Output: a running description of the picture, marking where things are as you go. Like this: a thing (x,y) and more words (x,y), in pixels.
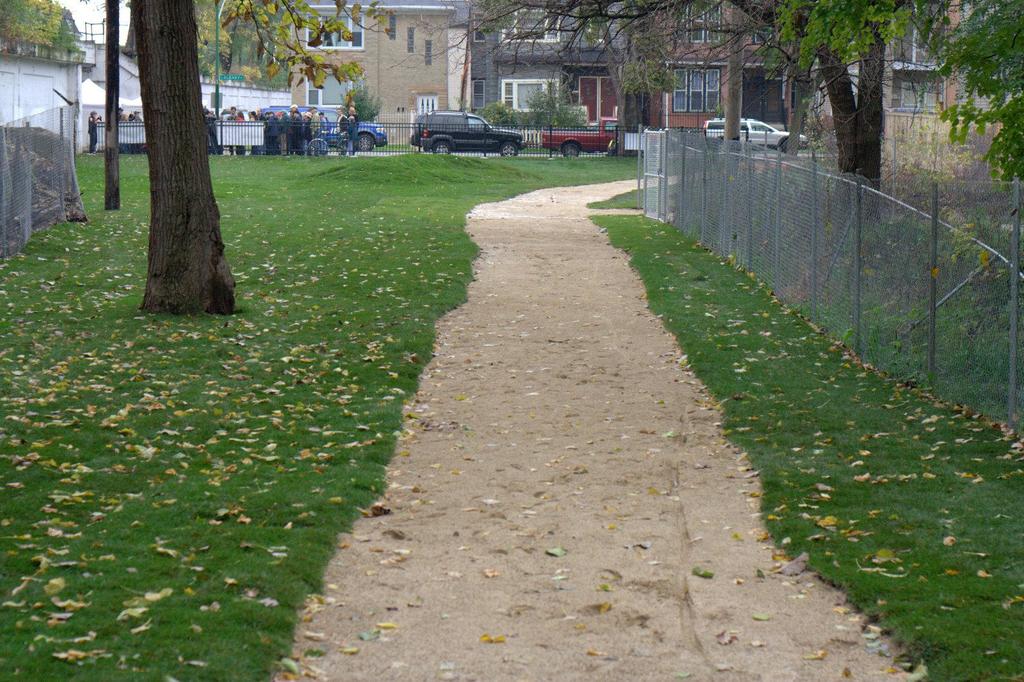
Land (326,313) is covered with grass (717,318). Far there are buildings (367,63) with windows (393,34). Beside this fence (335,147) there are people (317,119) and vehicles (468,127). Here we can see fence (60,179) and trees (857,39).
